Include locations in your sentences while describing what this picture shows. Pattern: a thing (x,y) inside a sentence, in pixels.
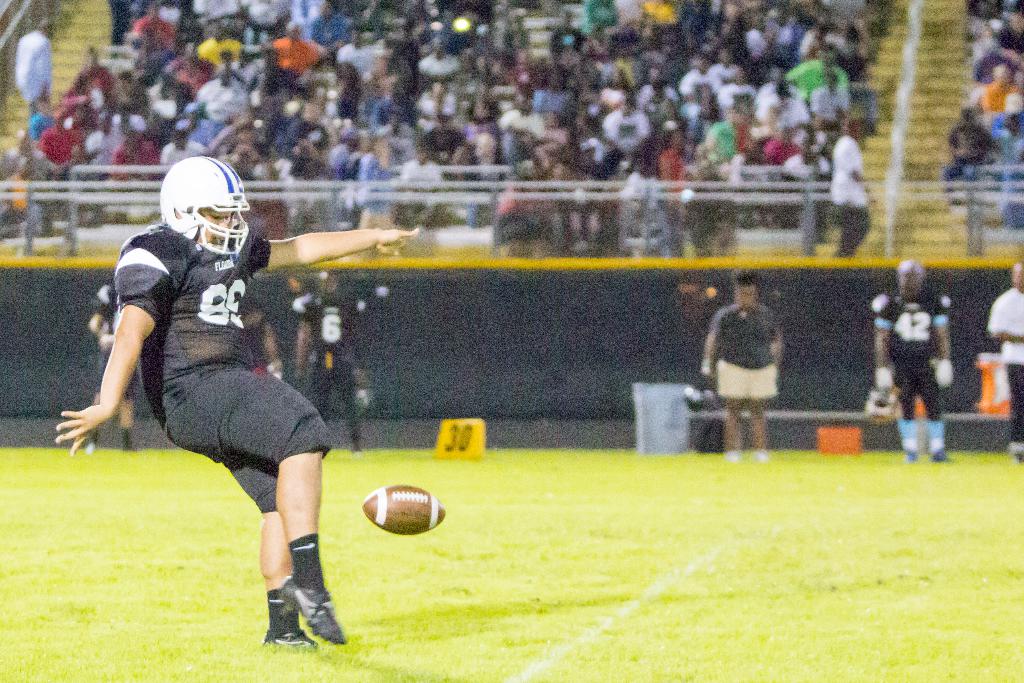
In this image there are persons (319,572) who are playing football at the middle of the image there is a ball (403,497) and at the top of the image (547,147) there are spectators (519,131).
